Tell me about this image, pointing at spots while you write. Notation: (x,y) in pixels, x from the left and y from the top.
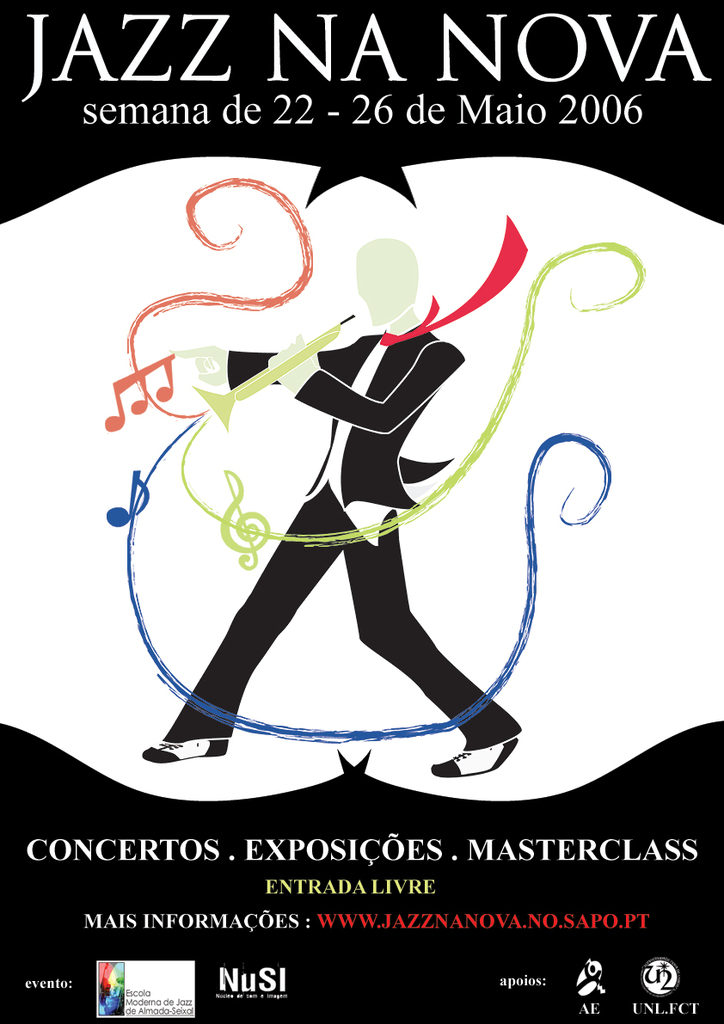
In this image there is a poster (284,335) with a picture (264,281) and text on it.
